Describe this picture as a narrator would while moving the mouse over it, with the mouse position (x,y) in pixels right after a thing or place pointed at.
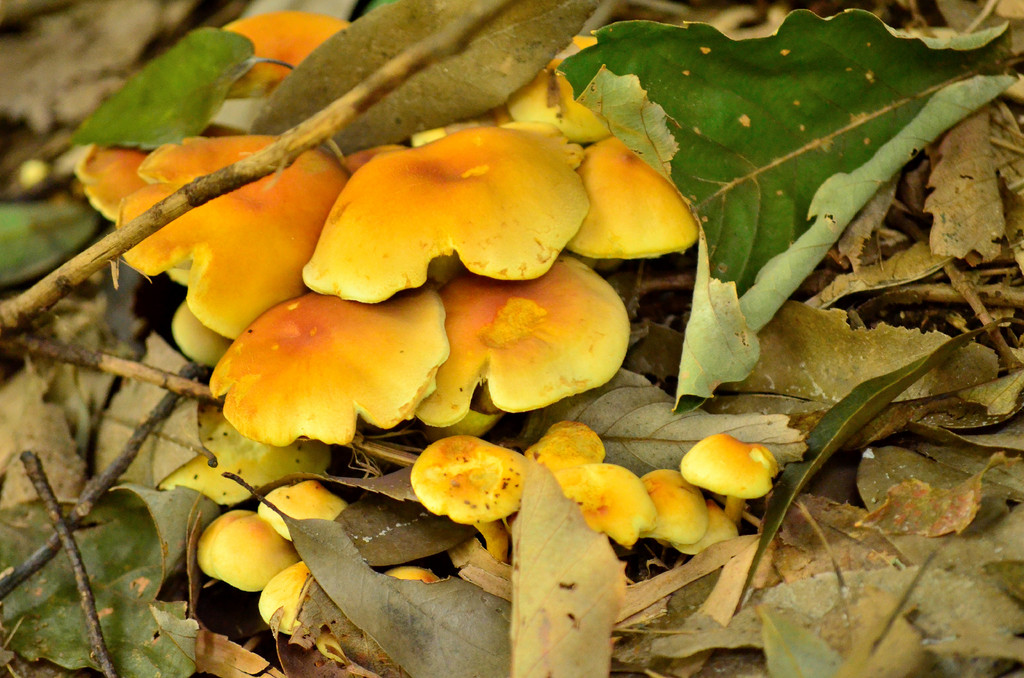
This picture shows mushrooms (237,321) on the ground (760,1) and we see leaves (676,568) and mushrooms (337,401) are yellow and orange in color.
